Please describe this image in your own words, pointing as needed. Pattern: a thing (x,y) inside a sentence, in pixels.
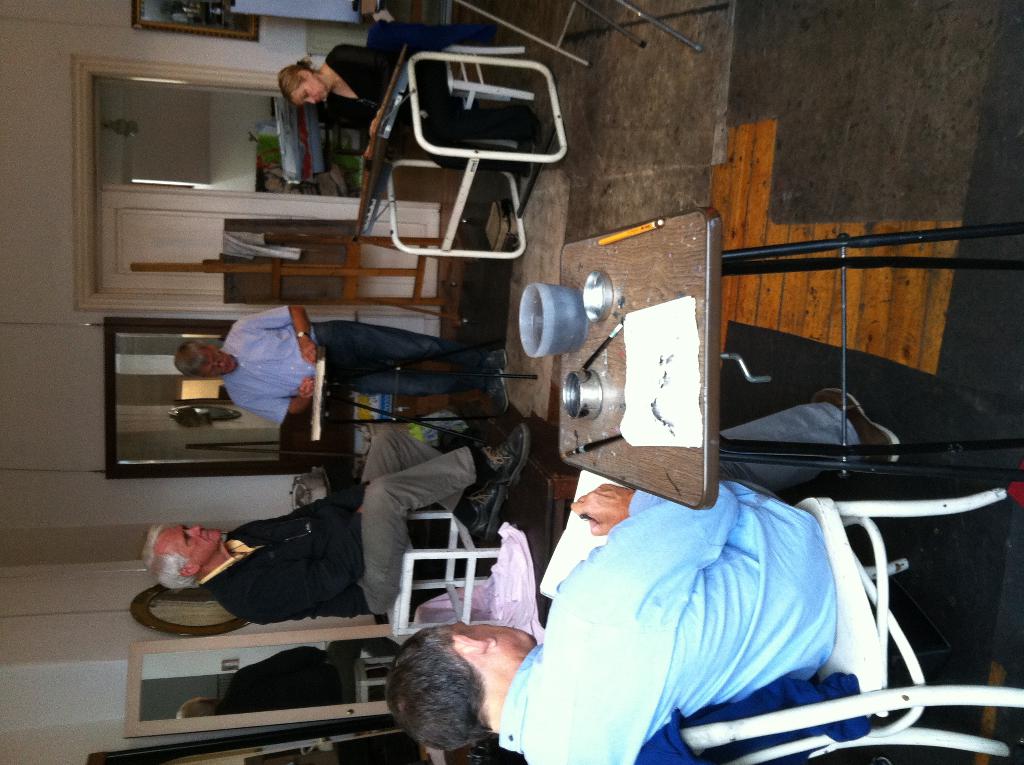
In this image, there are some persons (302,581) wearing clothes (321,592) and sitting in chair (487,93). There are two persons (477,111) at the top (509,122) and bottom of the image (639,612) sitting in front of the table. There is a door (201,190) in the top left of the image (201,190). There is mirror (196,677) in the bottom left of the image (208,691).
